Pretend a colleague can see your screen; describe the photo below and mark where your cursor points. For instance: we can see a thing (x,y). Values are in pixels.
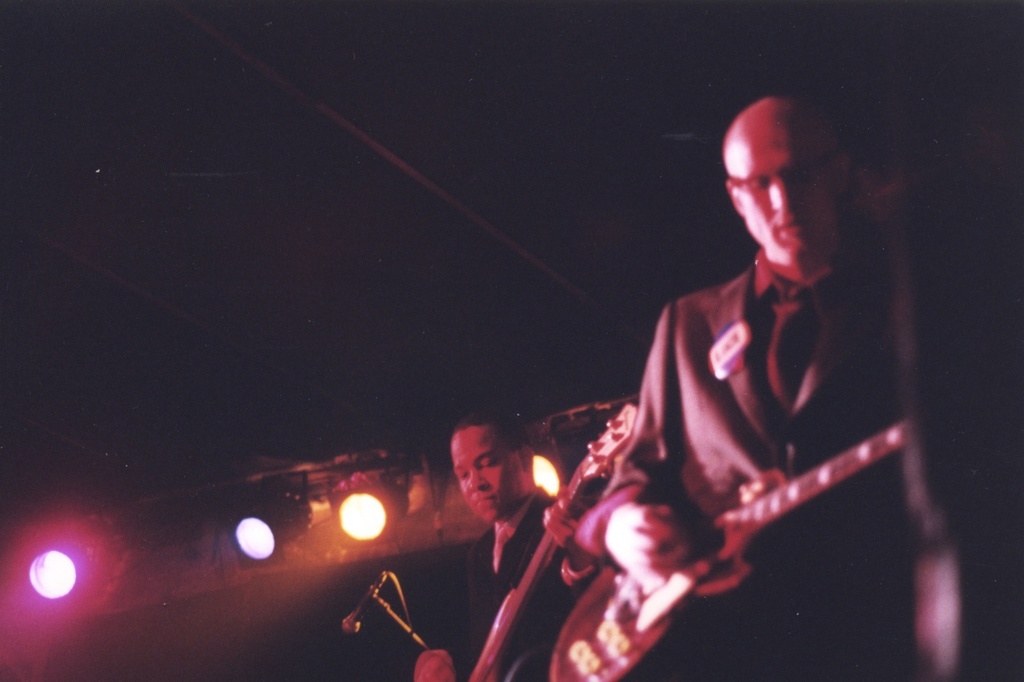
This 2 persons (638,428) are holding a guitar (489,647). On the top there are focusing lights (361,526). A mic (350,616) with mic holder (395,618).
